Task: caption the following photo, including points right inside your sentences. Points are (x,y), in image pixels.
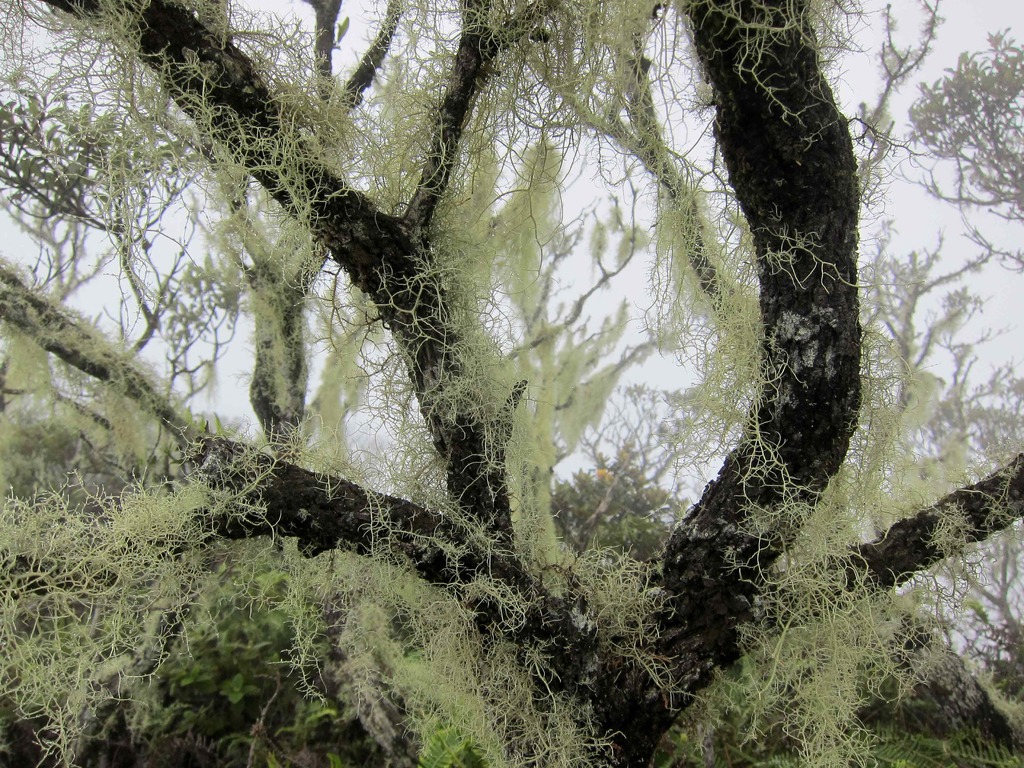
In the foreground of the picture (787,396) there is a tree (413,303), we can see the stems (755,132) of the tree (793,379). The background (599,241) is blurred. In the background (967,301) there are trees (282,357). Sky (894,37) is cloudy.
